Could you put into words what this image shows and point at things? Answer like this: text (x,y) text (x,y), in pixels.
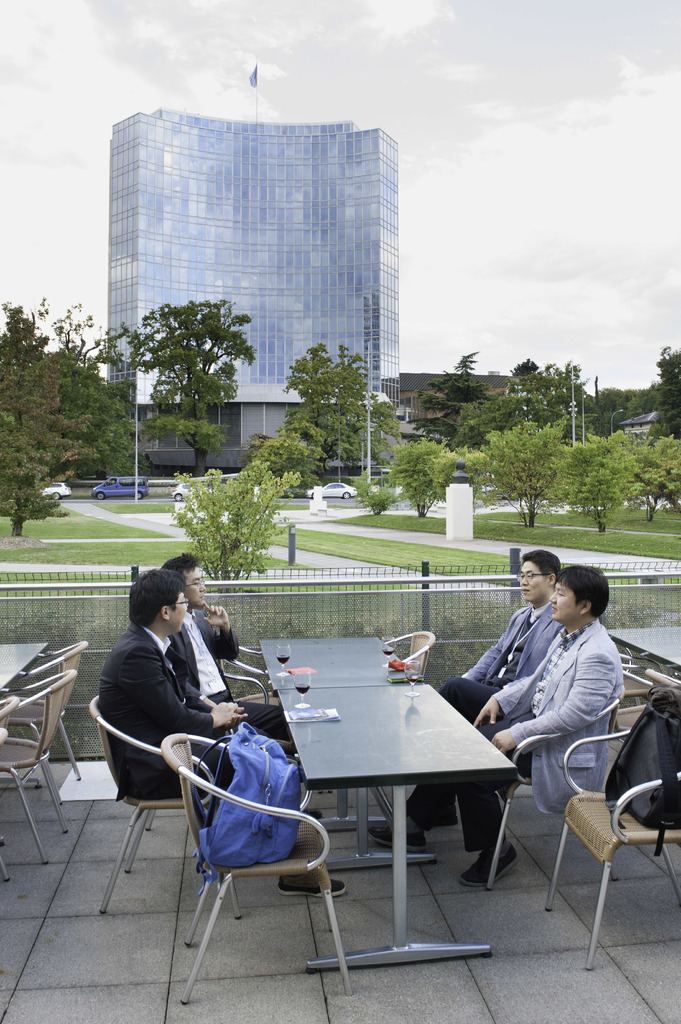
This picture is clicked outside the city and in front (335,691), we see table (377,733) on which book (303,715), glass (280,664) with wine (301,688) is placed on it. We see four men (179,721) sitting on the chair (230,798) and beside them, we see a blue bag (267,832) and a black bag (644,810). Behind them, we see fence (303,621) and behind that, we see trees (297,445) and car (57,492). Behind the cars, we see a building (234,187). On top of it, we see flag (254,73). On the right top corner of the picture (481,100), we see sky (579,240).
